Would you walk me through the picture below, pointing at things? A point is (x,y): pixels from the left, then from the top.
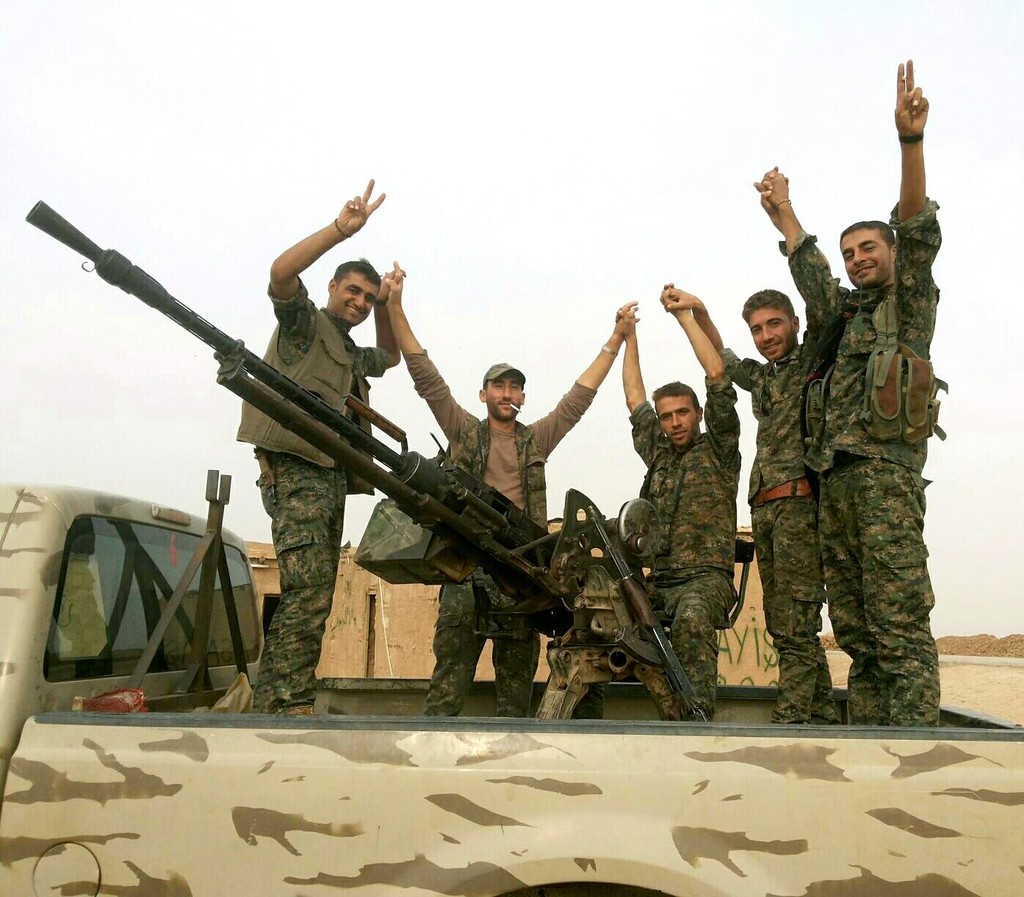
In this image we can see people (865,606) standing in the vehicle (477,777). They are all wearing uniforms (872,574) and we can see a rifle (500,572) placed on the stand (582,629). In the background (592,337) there is sky (356,154).
